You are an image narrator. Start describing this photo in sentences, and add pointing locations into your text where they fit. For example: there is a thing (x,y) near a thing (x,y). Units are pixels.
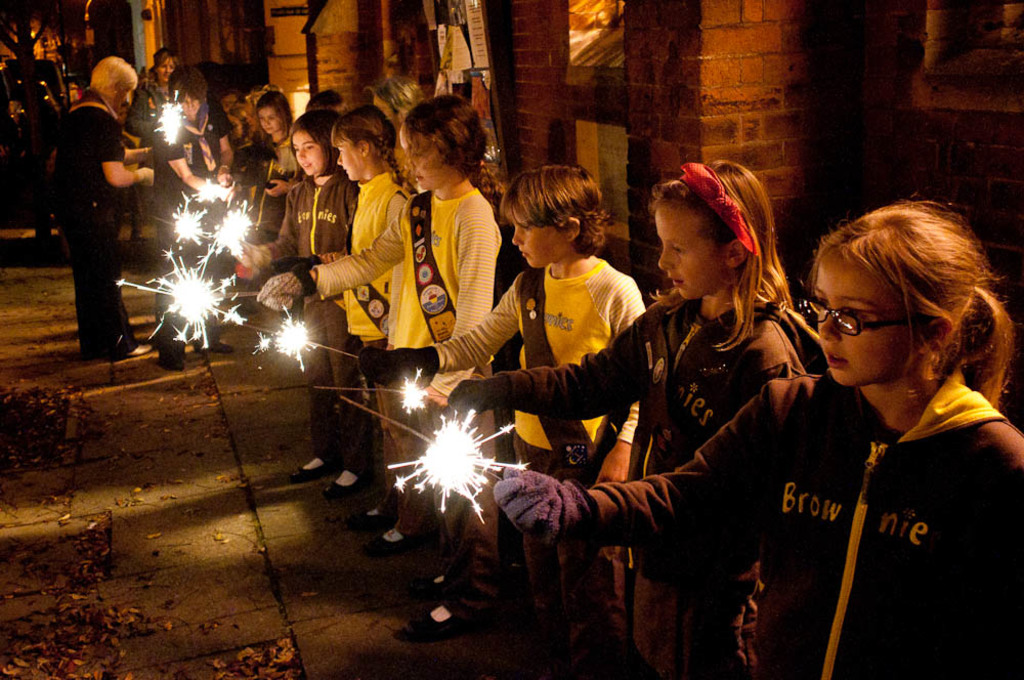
In this image I can see number of children (735,552) and persons (115,140) are standing and holding fireworks (219,219) in their hands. In the background (695,66) I can see a building (722,56) and a tree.
